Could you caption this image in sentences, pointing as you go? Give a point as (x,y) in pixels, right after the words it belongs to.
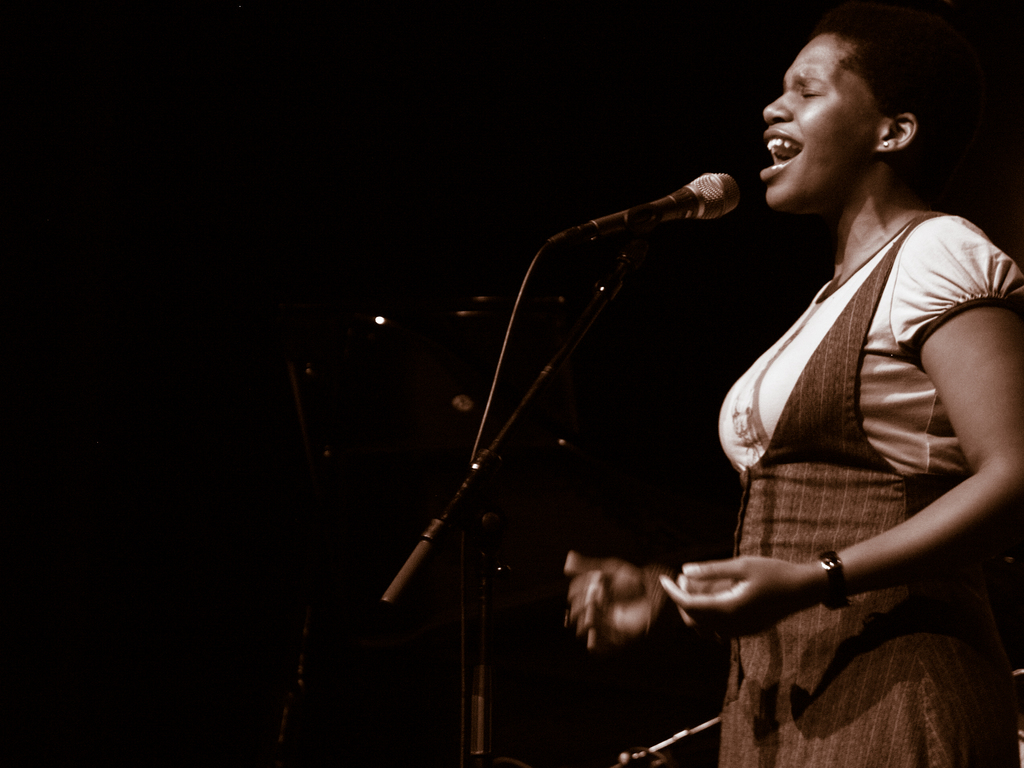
In this picture I can see a woman (830,22) who is standing in front of a tripod (387,593), on which there is a mic (712,178). I see that it is dark in the background (397,397).
